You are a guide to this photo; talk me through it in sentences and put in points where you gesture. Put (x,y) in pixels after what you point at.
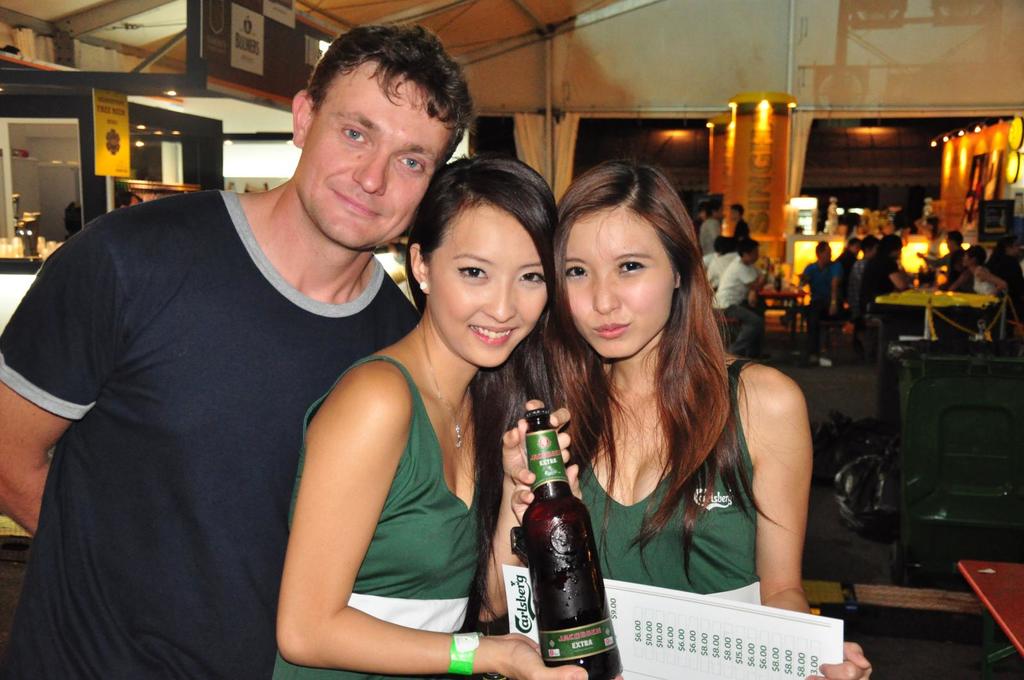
In this image we can see two women (486,377) wearing green dress (683,493) are holding a bottle (551,568) in their hands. We can see a man (226,363) standing beside them. In the background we can see many people (970,279) sitting near the tables (970,293).
